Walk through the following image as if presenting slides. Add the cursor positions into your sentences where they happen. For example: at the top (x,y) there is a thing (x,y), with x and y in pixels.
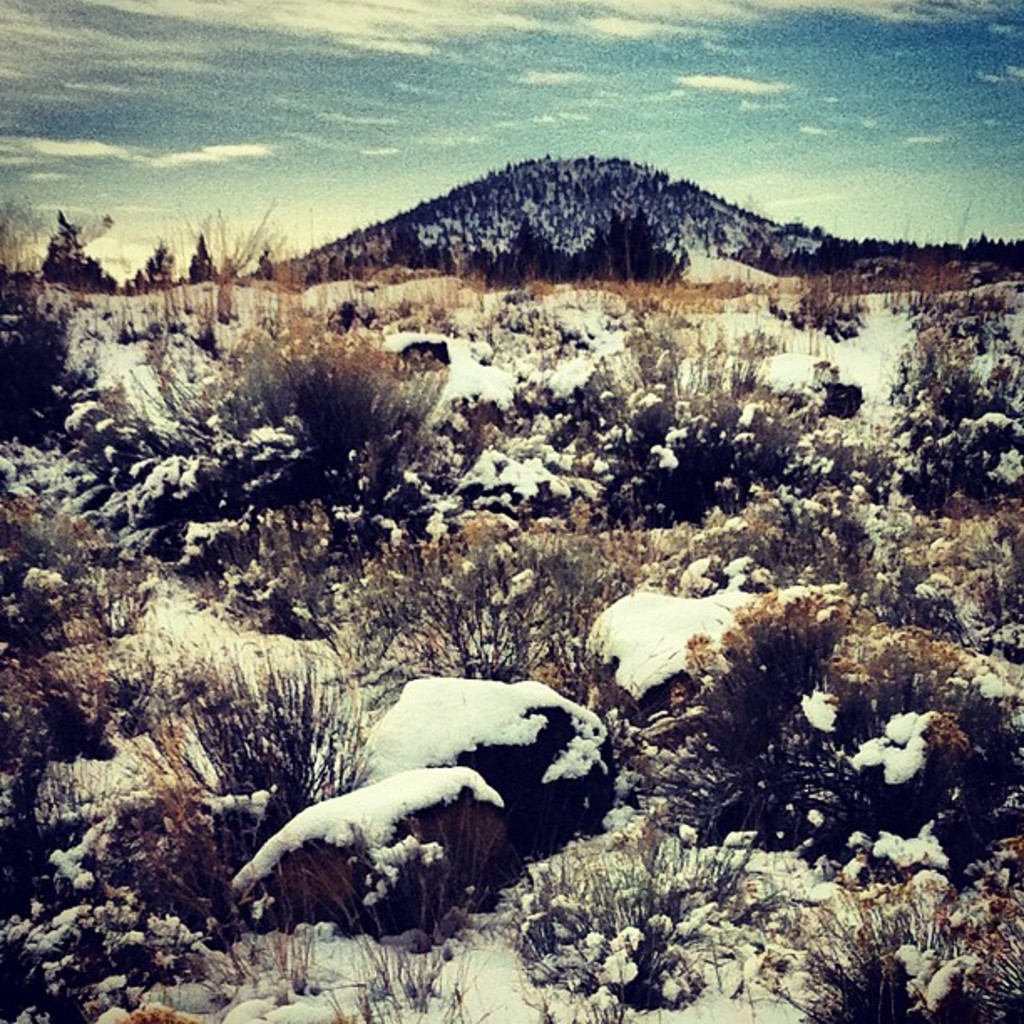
As we can see in the image there are stones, grass (318,437), snow (461,688), sky (384,117) and clouds (356,28).
